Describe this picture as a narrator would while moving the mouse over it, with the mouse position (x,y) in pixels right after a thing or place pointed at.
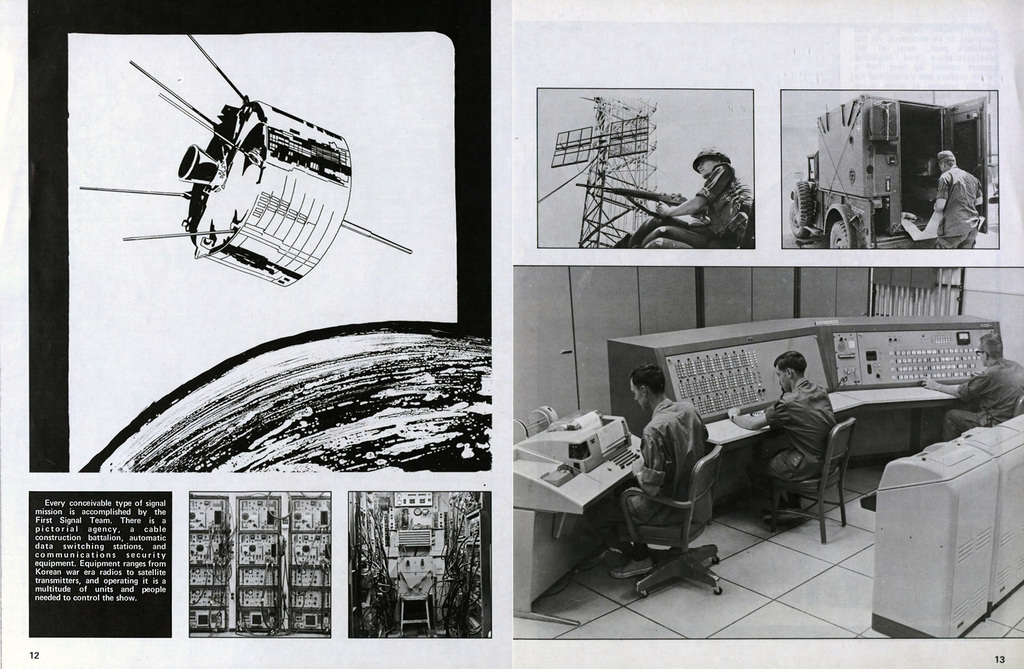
In this collage, there are some images. There is a image of satellite (224,193) revolving around earth (292,400). Below it there are some images of equipment (433,570) with description (159,591). Beside it there is a soldier (707,191) with communication tower (619,162). In one a soldier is carrying out something from a vehicle (886,233). There is another image of people (984,396) working.
